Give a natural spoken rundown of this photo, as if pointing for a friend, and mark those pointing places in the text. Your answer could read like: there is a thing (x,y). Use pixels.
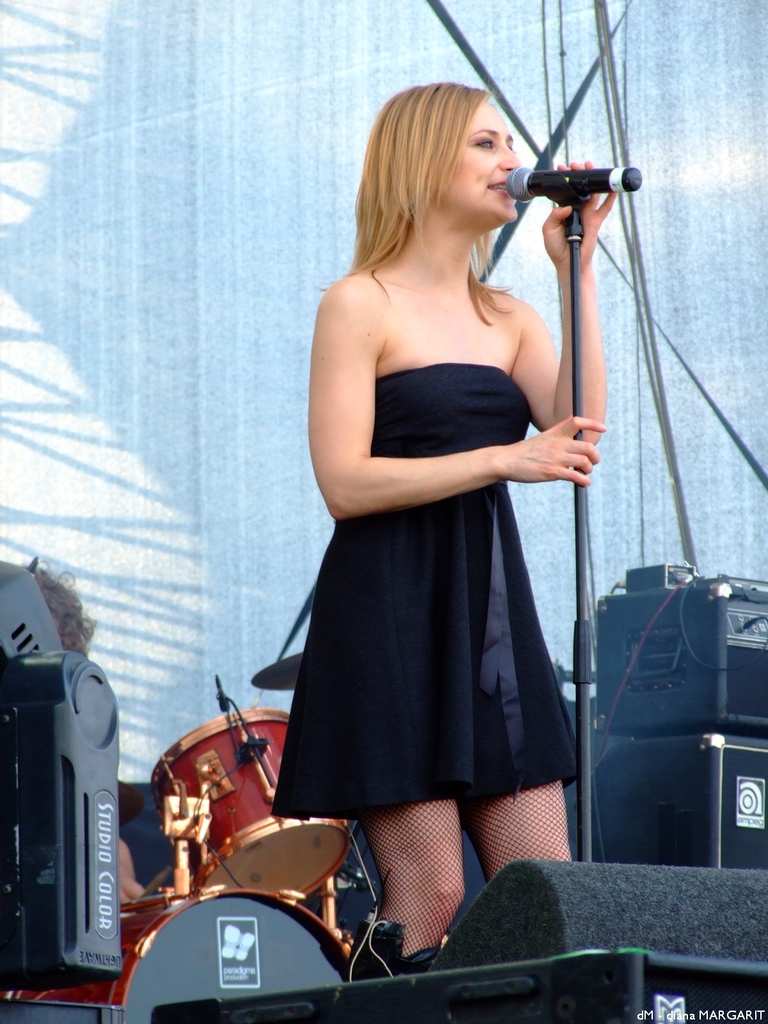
a person (423,645) is standing wearing a black dress (413,719) and speaking into microphone (524,191). behind her there are red drums (262,767) and speakers (654,695).
